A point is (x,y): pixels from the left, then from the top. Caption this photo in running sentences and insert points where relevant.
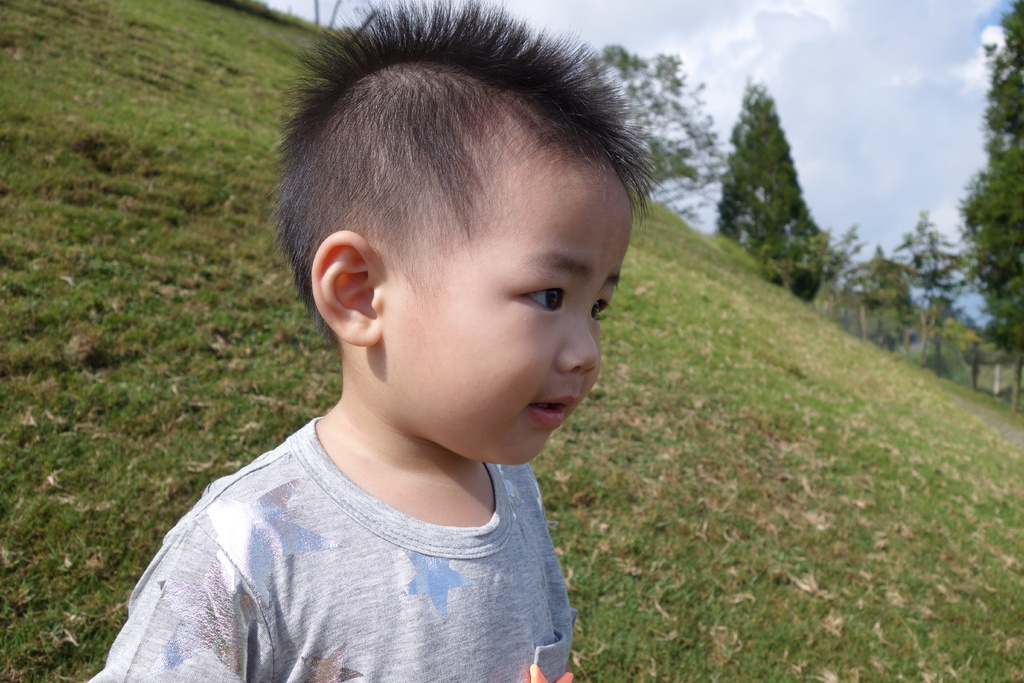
In this image we can see a boy (489,594) wearing dress (460,627). In the background (819,439), we can see grass (819,439), a group of trees (695,153) and the sky (840,74).
